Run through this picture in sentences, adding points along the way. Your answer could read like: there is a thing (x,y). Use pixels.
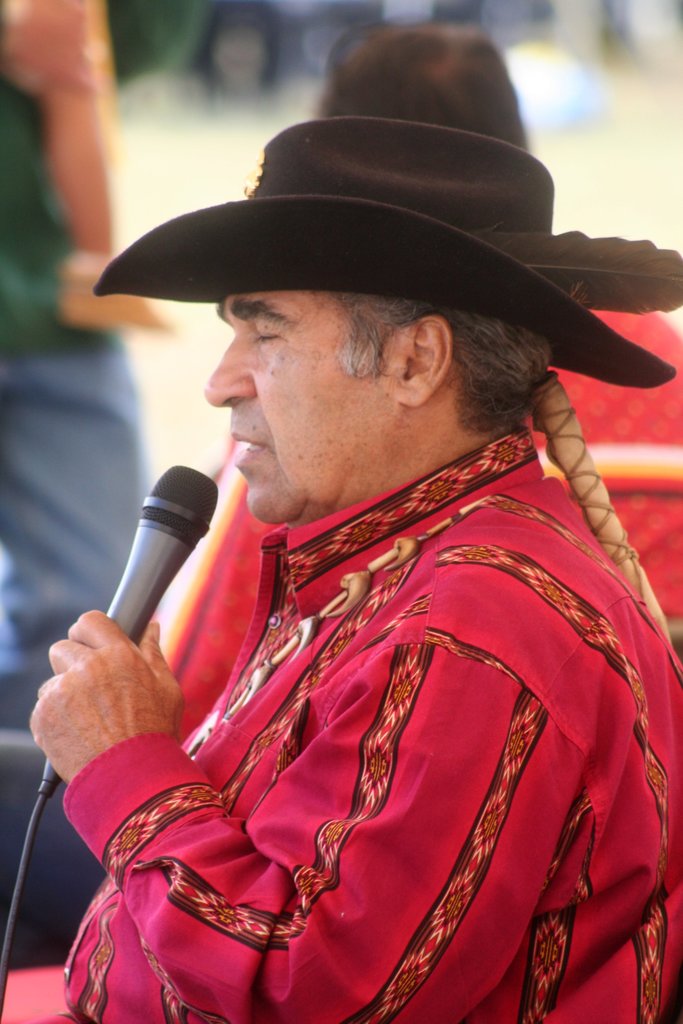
In this image there is a man (450,763) who is holding a mic (126,626) in his hand (108,670) and wearing a hat (604,294) on his head (482,219).
